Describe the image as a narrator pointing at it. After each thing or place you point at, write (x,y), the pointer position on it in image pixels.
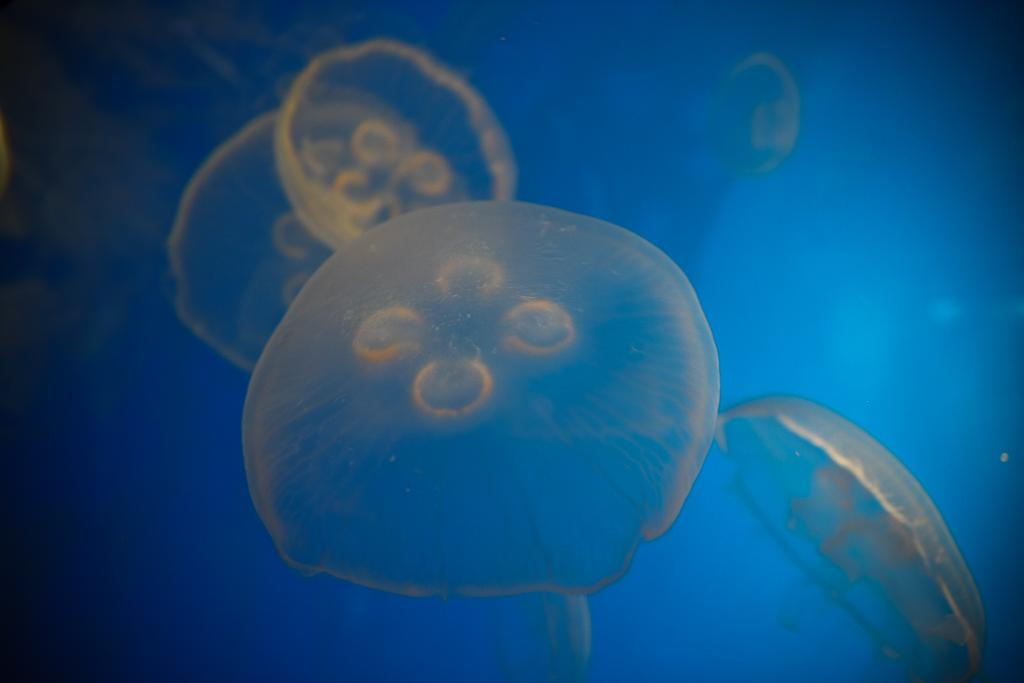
There are jelly fishes (335,298) in the water (115,361). In the background (83,555) it is blue.
